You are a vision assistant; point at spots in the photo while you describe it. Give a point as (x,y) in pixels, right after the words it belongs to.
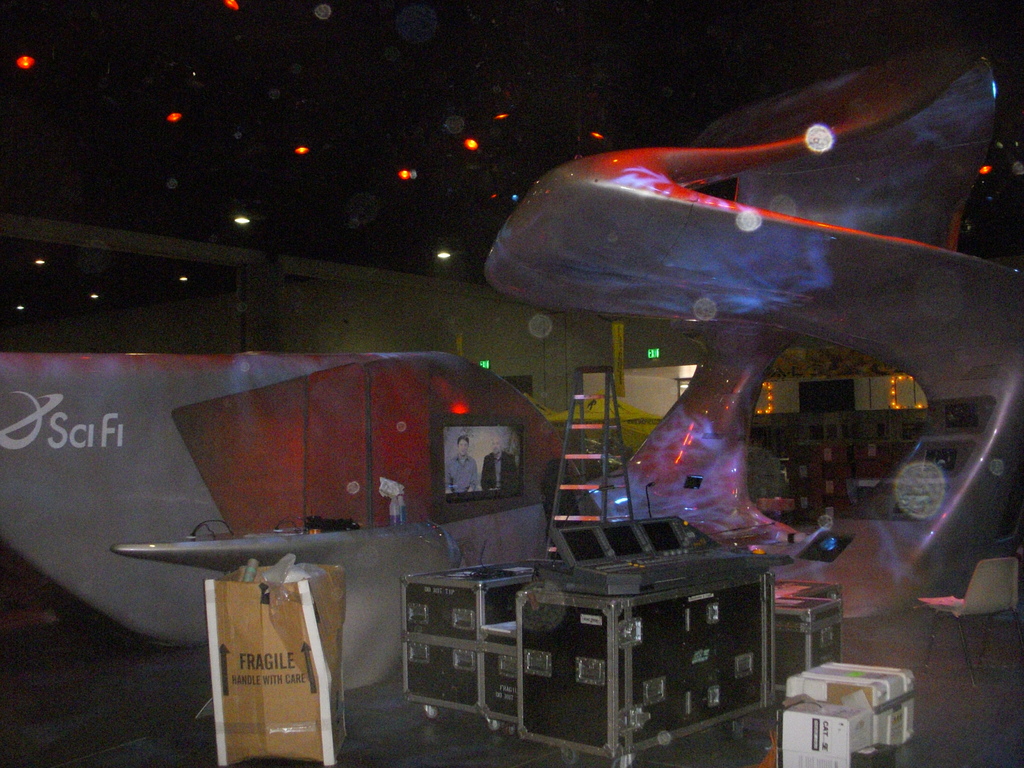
In this picture I can see there are a few boxes (286,664) and there is a television (504,494) and there are lights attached to the ceiling (171,286) and there is a wall (344,314) in the backdrop (400,345).
